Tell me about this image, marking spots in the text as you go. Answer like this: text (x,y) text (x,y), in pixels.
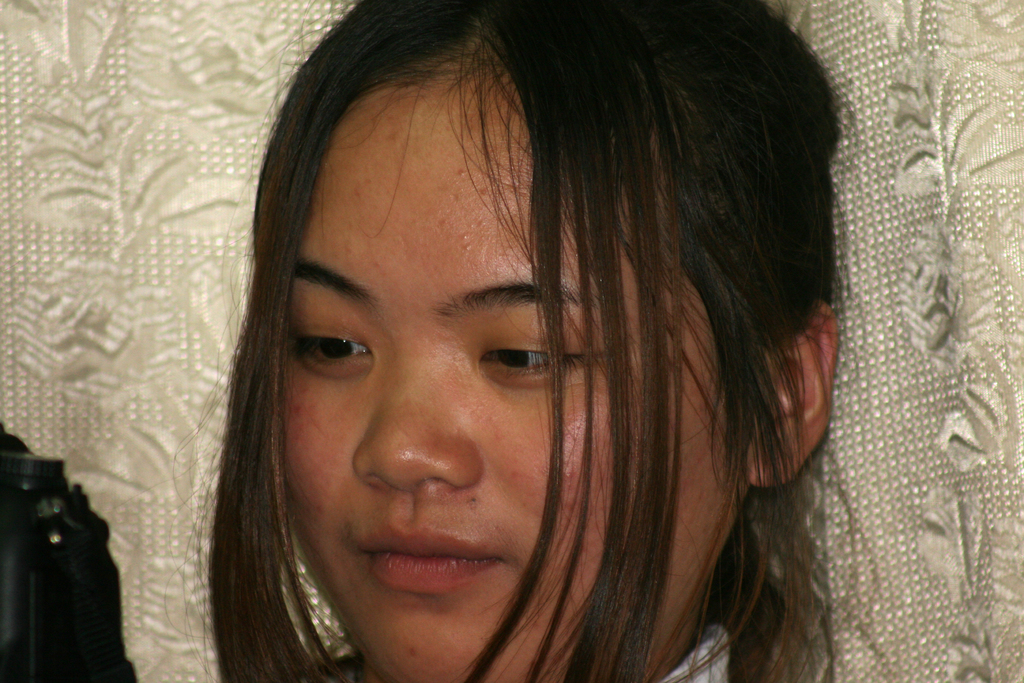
In this image I can see the person's face (378,656) and I can see white color background (1021,368).
